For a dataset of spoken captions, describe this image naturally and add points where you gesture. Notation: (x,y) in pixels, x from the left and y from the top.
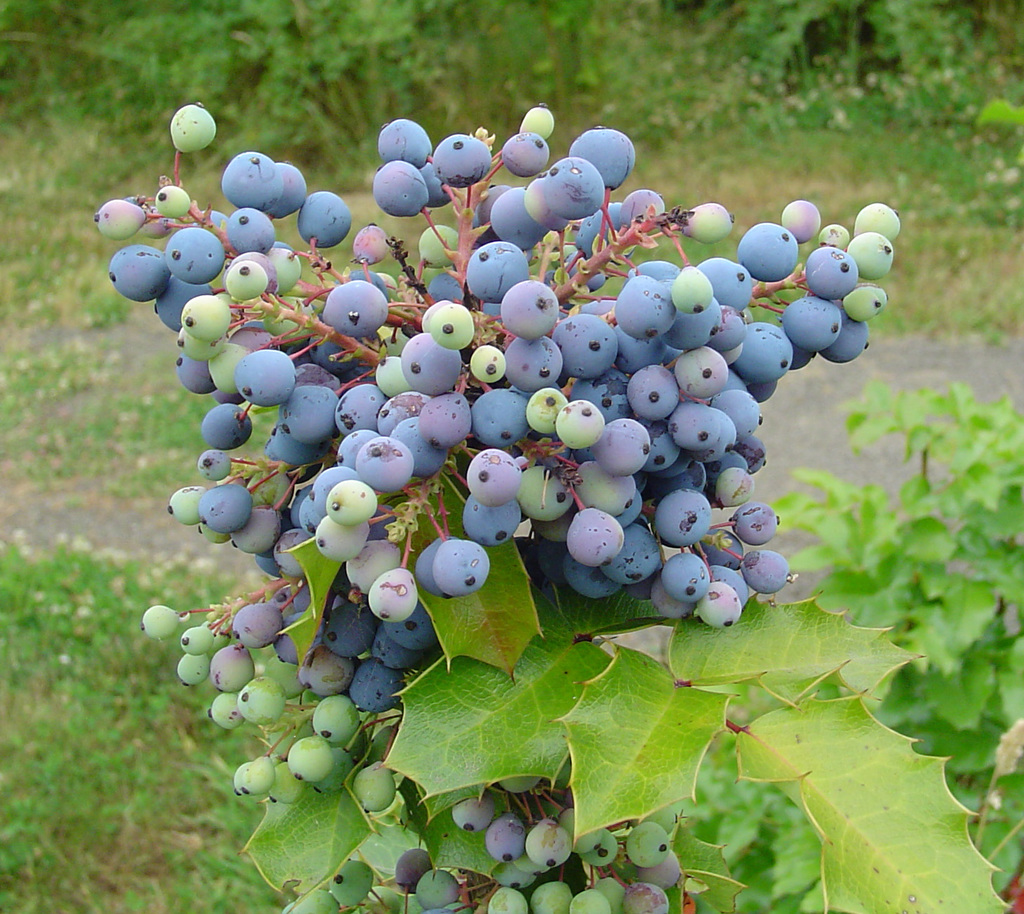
In this image, I can see a plant (467,551) with Oregon grape fruits (540,396) and leaves (708,730). In the background (153,26), I think these are the trees (604,72). This is the grass (150,578).
